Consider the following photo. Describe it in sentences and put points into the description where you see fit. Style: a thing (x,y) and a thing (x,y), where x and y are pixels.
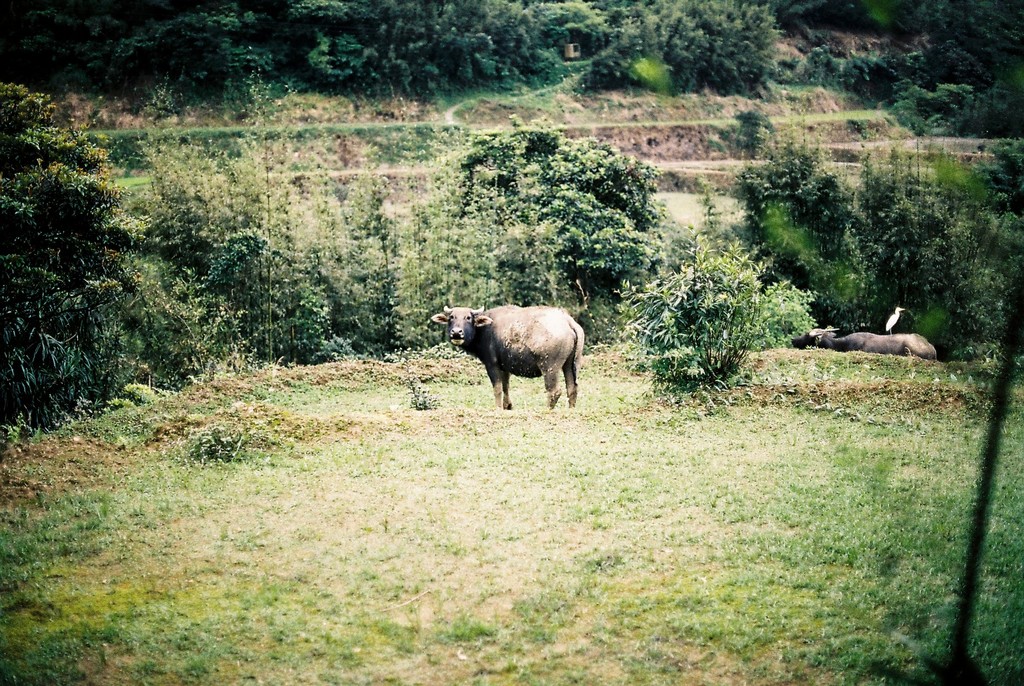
In this picture we can see an animal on the ground (772,484), here we can see a bird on an animal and in the background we can see trees (175,326).
